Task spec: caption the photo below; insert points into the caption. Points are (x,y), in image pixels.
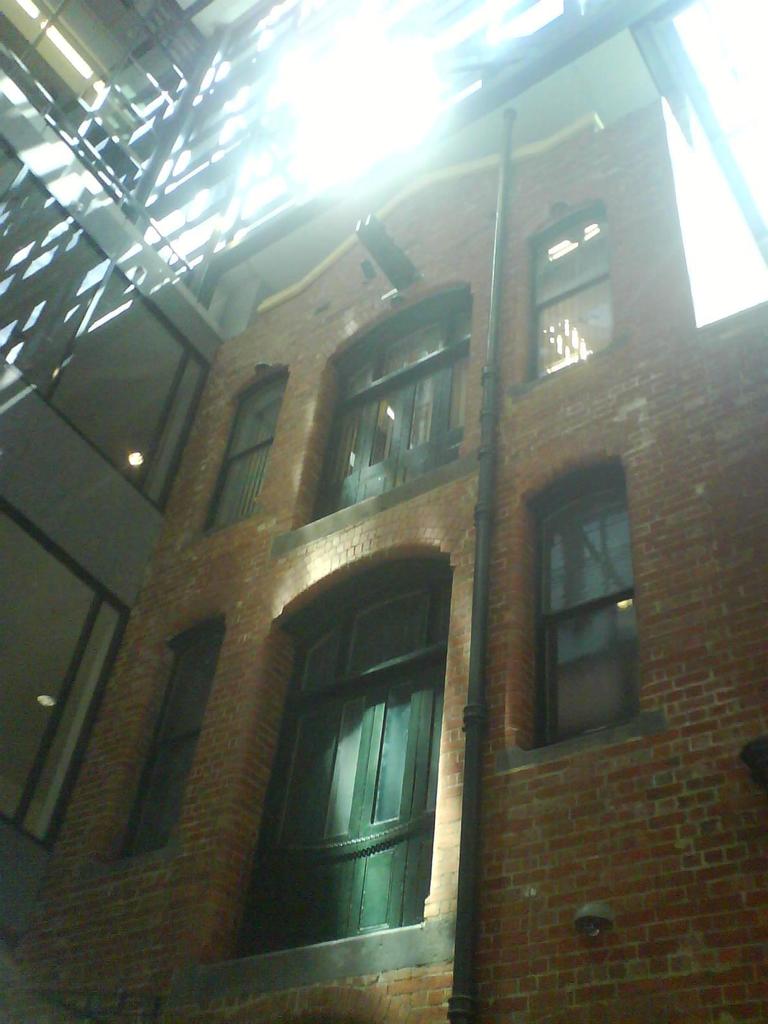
It is a building (349,594) there are windows (414,565) in it.
